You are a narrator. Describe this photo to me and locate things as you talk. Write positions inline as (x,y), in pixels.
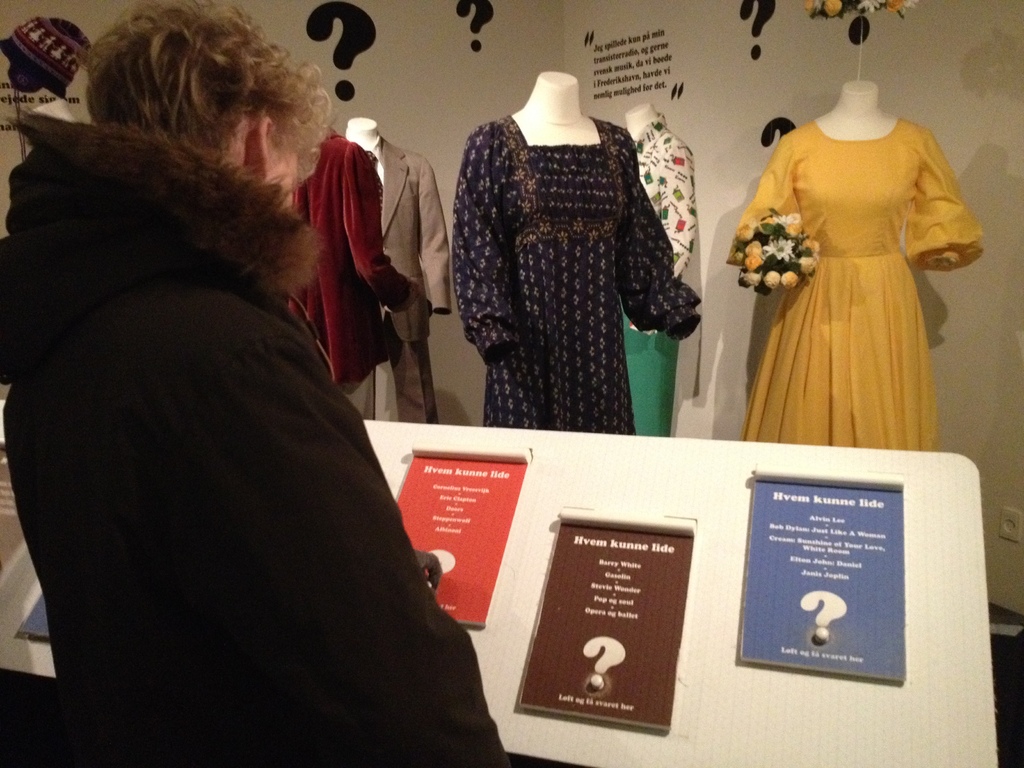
In the foreground of the picture (231,297) there is a person (237,316) standing, in front of him there is a board (635,491), on the board (644,490) there are papers (610,558). In the center of the picture (519,297) there are mannequins (598,195) with different dresses (520,212) on them. On the left (27,41) there is a hat (68,67). On the right (785,228) there are bouquets (797,241). In the background (671,48) it is wall (528,51), on the wall (594,52) there is text (611,64).
